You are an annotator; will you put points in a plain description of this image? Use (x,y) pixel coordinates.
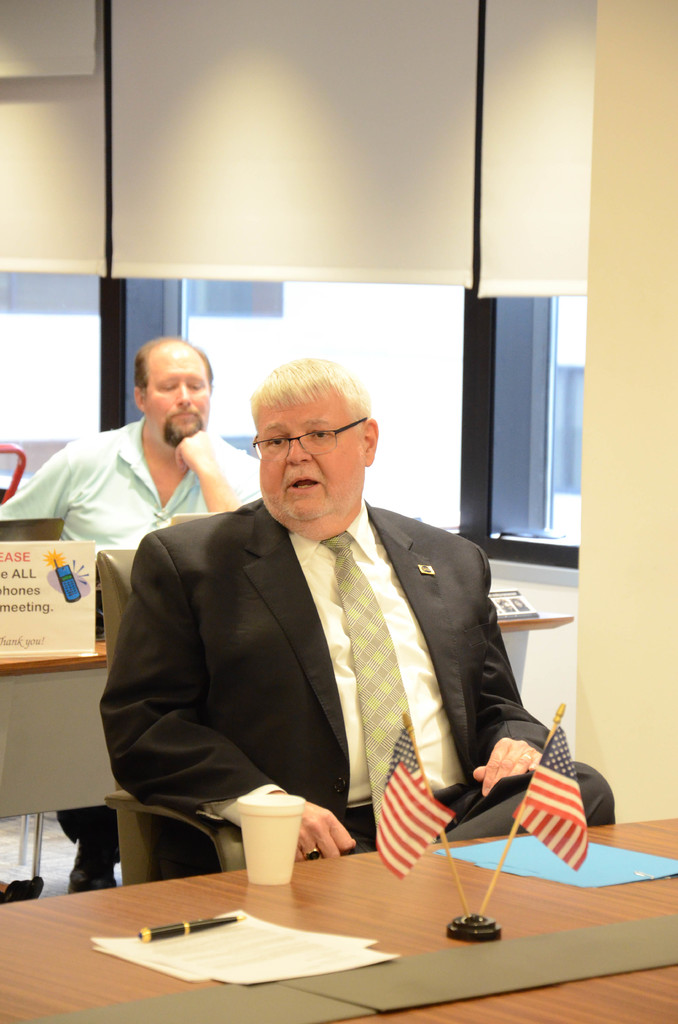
There is a room (293,232). The two persons (280,542) are sitting on a chair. There is a table (447,905). There is a cup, flag (401,749), pen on a table (413,914). In the center (238,515) we have a person (215,560). He is wearing a spectacle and tie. We can see in background (354,298) wall (638,780) and windows (529,483).
